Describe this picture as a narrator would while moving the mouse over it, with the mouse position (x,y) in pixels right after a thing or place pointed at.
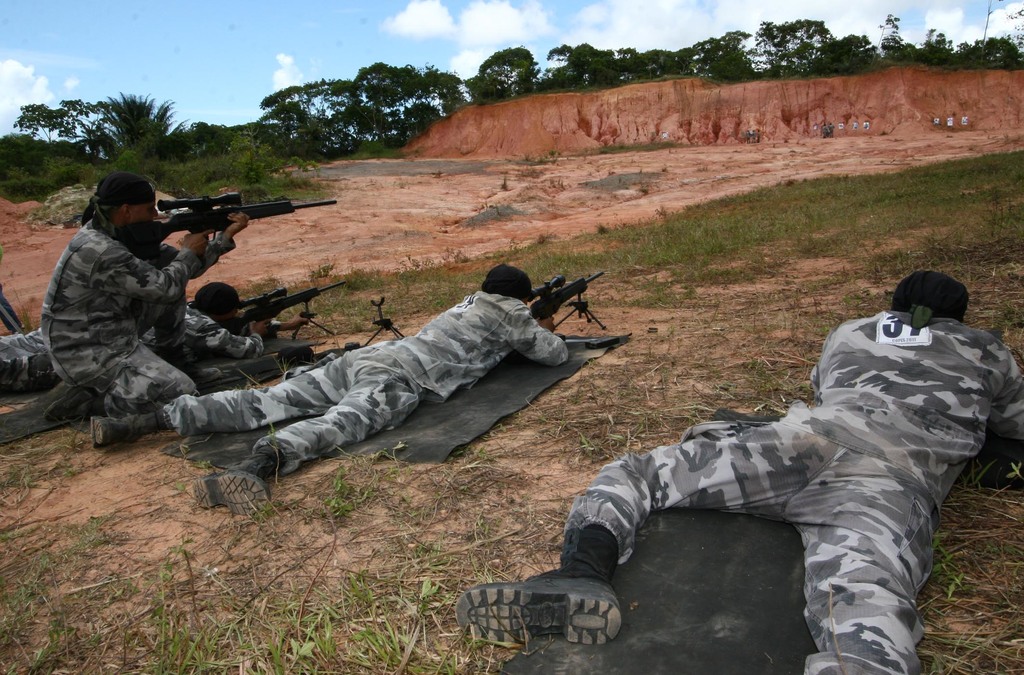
In this image we can see the military snipers (935,460), grass (899,238), trees (229,155), hills (499,135), rocks (67,200), at the top (270,38) we can see the sky (366,34) with clouds (627,31).
